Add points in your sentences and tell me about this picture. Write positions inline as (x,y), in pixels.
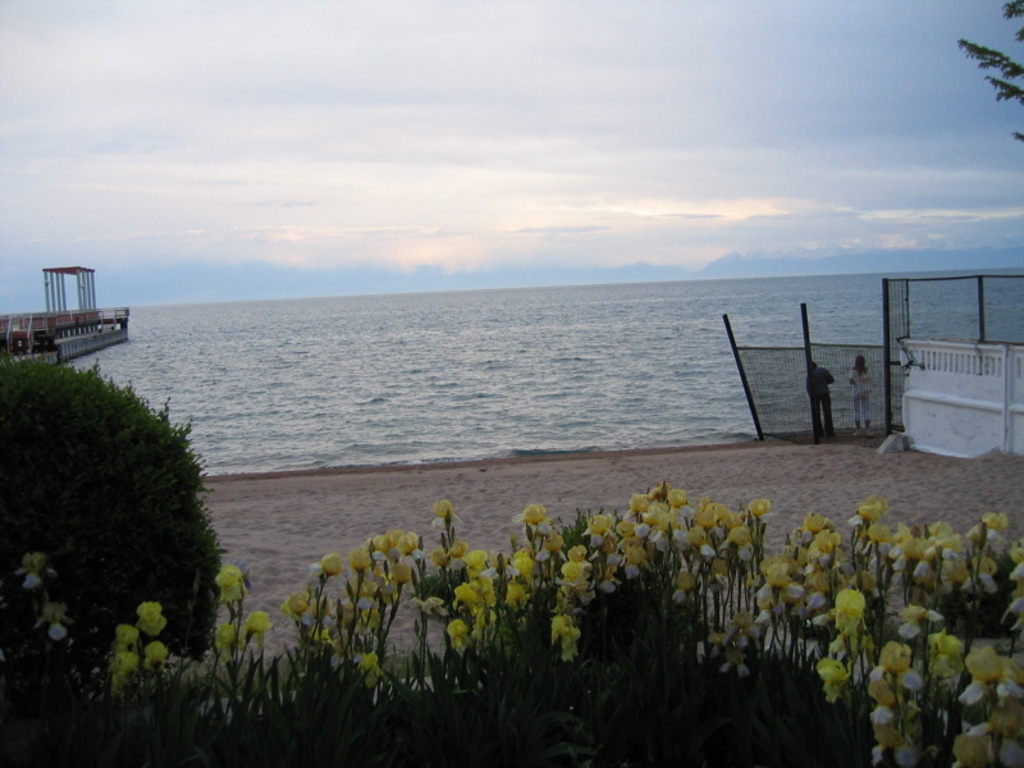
In this image I can see trees (69,491) in green color. I can also see few flowers (908,617) in yellow color, background (340,360) I can see two persons (856,417) standing, water (497,338) and I can see sky (358,144) in blue and white color.
